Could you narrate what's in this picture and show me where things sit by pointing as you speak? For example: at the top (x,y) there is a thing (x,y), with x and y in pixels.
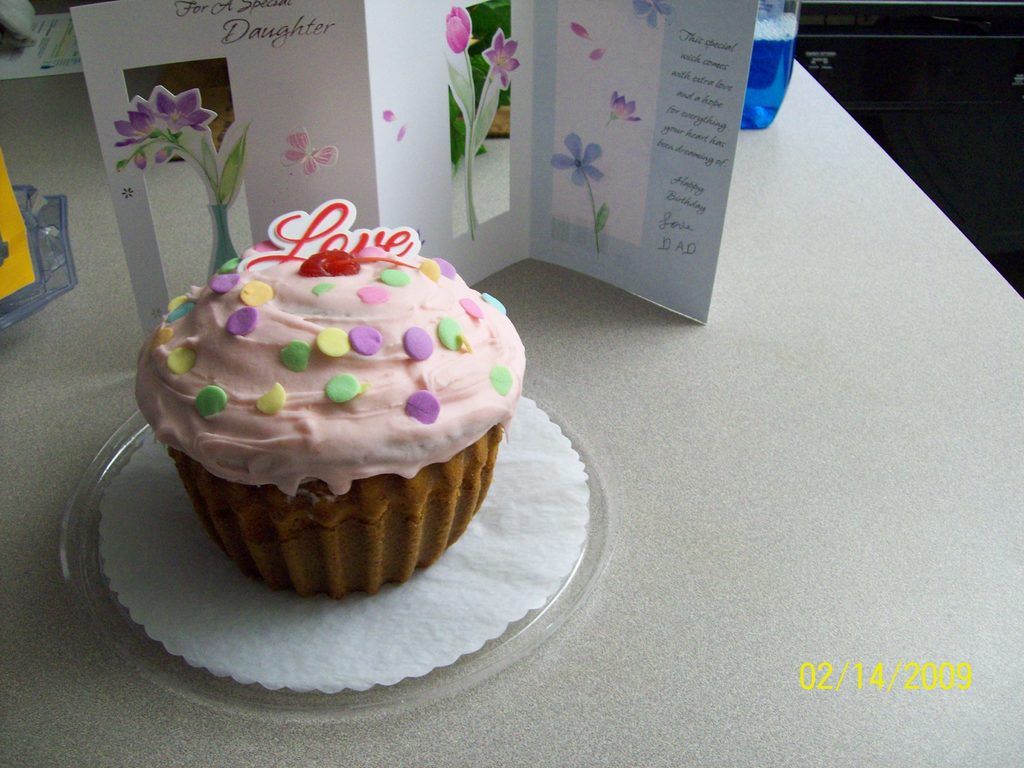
In this image there is a cupcake (273,454) on a lid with a greeting card (655,122) beside it and there is an object (5,229) and a bottle (765,38) with blue liquid (758,50) on the table (708,460), at the bottom of the image (887,672) there is date (825,671).
